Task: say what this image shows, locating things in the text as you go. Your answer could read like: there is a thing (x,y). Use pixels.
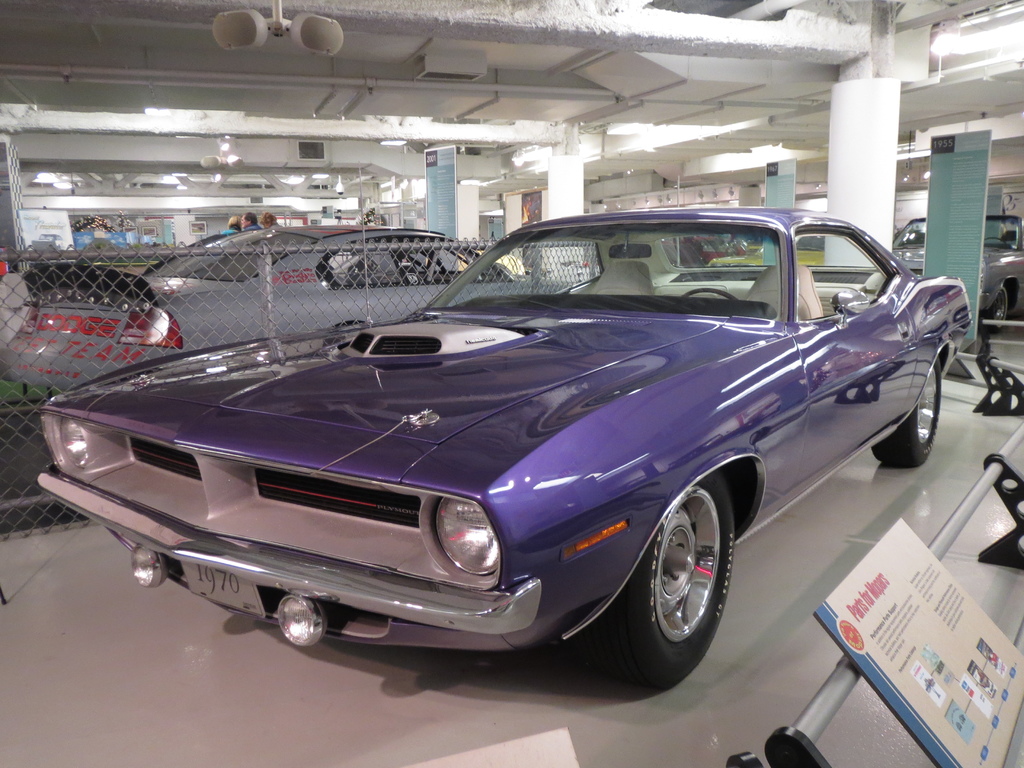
In this image we can see some vehicles (351,269) parked on the ground (810,608). In the foreground (867,609) we can see a board (969,633) with some text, group of poles (1008,462). In the center of the image (378,265) we can see a fence (133,312), a group of people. In the background (966,232), we can see some banners (33,218), lights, speakers (333,21) on stand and some pillars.
